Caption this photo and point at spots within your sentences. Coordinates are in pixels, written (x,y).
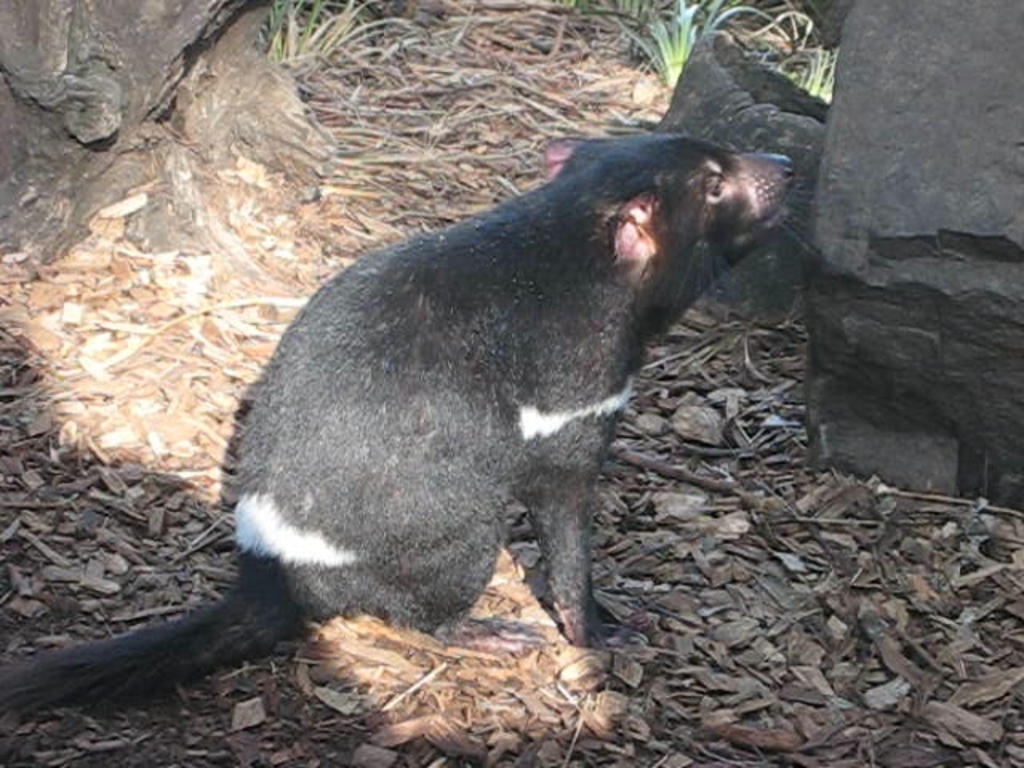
In this picture I can see in the middle (391,270) there is an animal (412,473) in black color, on the right side (823,269) there are stones (858,265). At the top (340,9) there are green plants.
